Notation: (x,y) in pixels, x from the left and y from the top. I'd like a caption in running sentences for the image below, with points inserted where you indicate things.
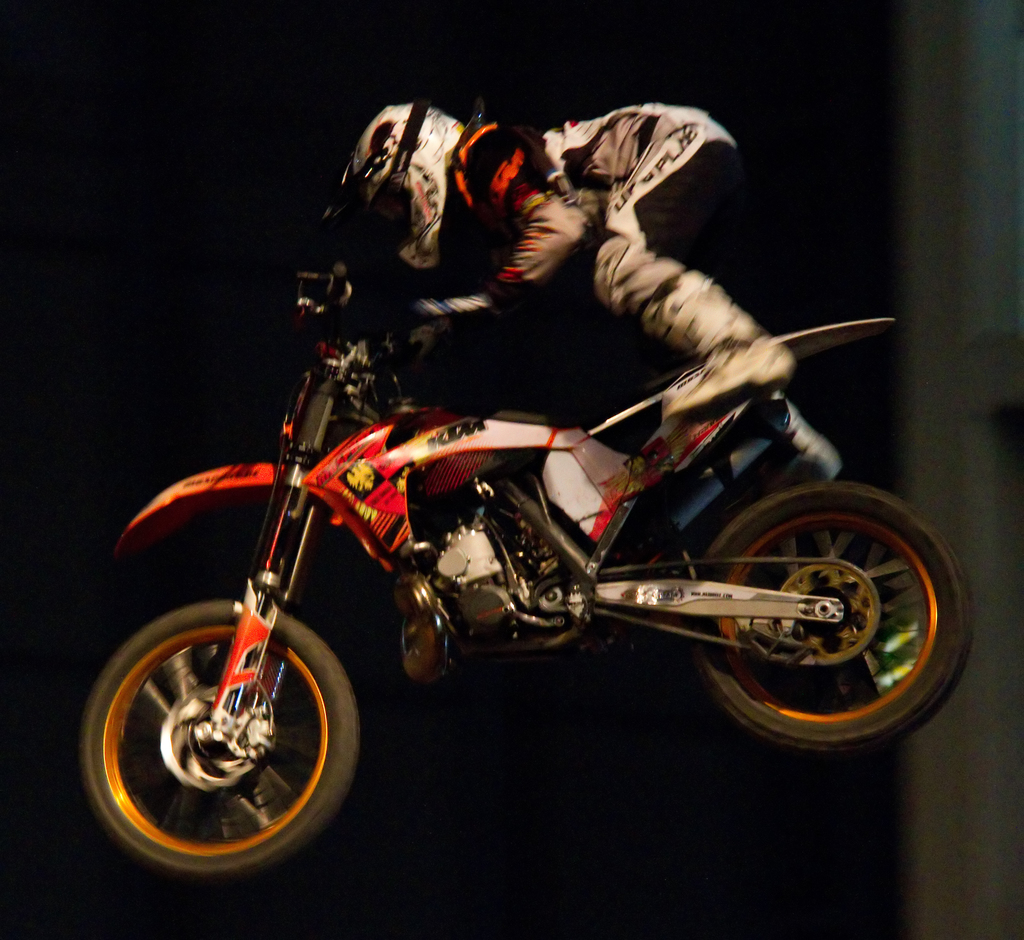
In this image, we can see a bike (648,483), there is a person (669,246) wearing a helmet (428,177) on the bike (453,423), the bike (460,436) is in the air (15,836).
